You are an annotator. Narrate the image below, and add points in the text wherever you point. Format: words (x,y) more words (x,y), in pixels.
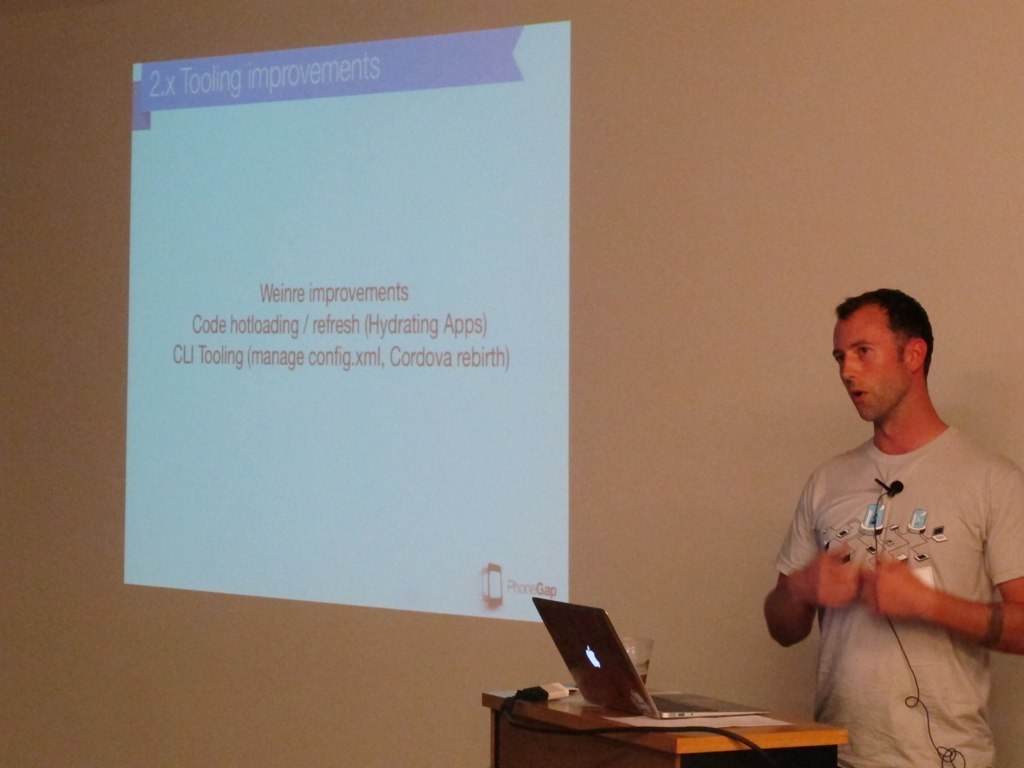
There is a guy (945,627) standing on to the right side (912,506) corner with a mic (890,491) on his shirt (861,531). In front (605,657) there is a laptop (621,689) on a desk (617,740). And over the wall (634,90) there is a projector screen projection (412,324).
